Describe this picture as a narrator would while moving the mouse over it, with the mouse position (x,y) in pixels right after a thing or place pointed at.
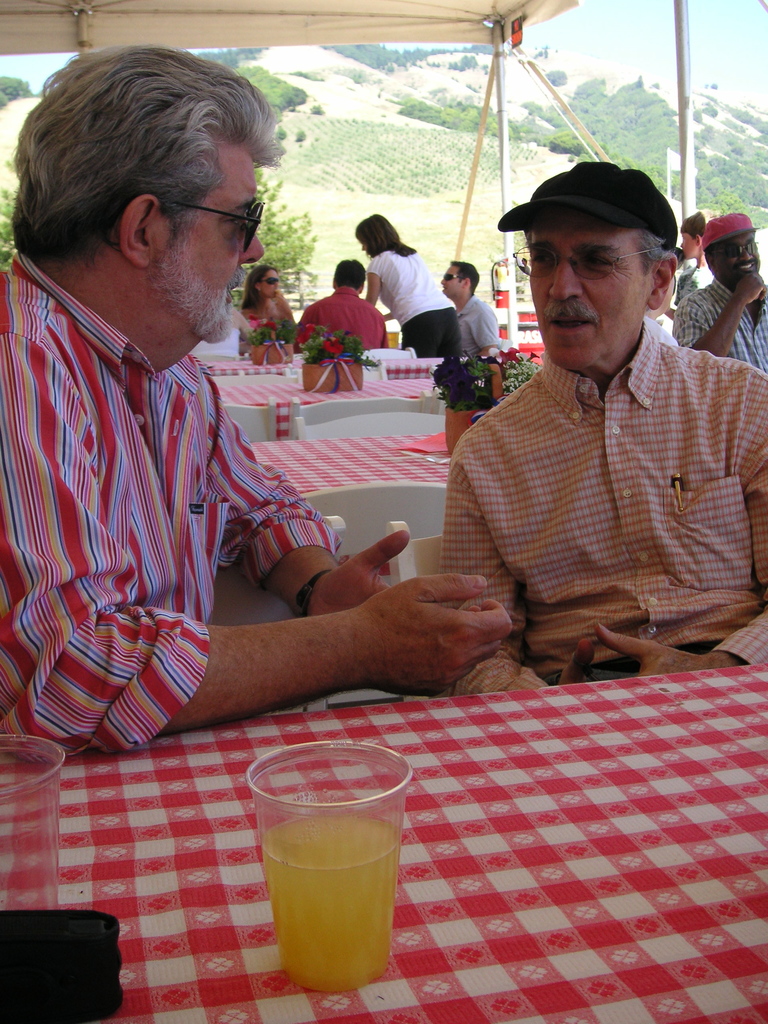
In this image I can see the group people (363,559) with different color dresses (405,275). I can see these people (297,594) are sitting in-front of the table (668,736) and one person (419,274) is standing. On the tables (262,746) I can see the flower pots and the glass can be seen on one of the table (82,889). These people (190,347) are under the tent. In the background (352,194) I can see many trees (488,128), mountains (544,105) and the sky (633,7).
